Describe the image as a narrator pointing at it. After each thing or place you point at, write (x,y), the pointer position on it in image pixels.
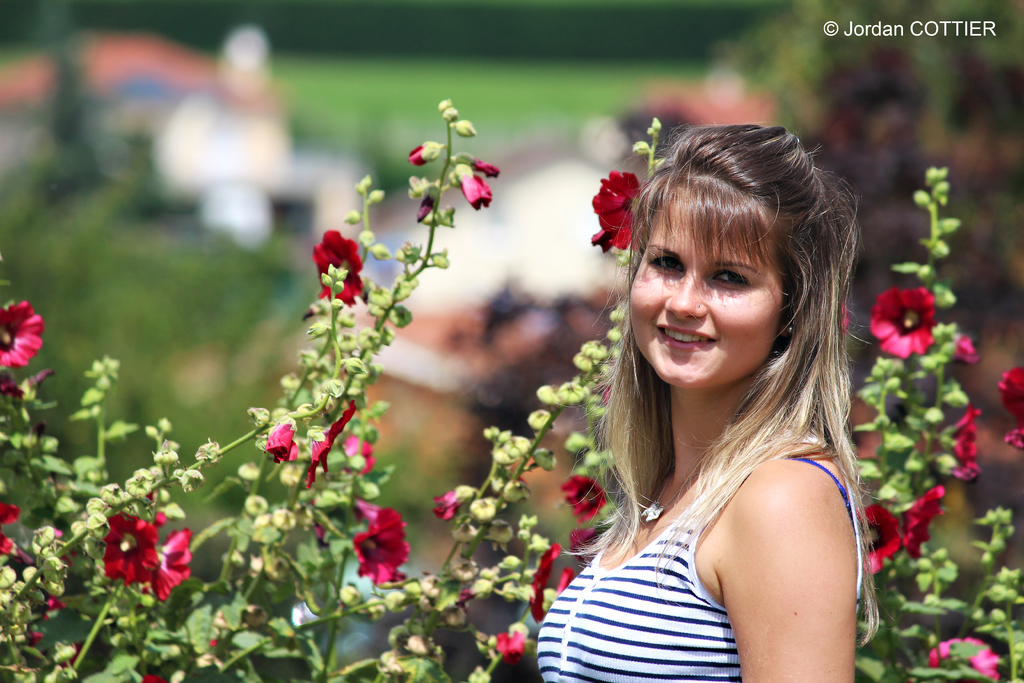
In the foreground (630,434), I can see a woman (735,517) and flowering plants (354,391). In the background (501,323), I can see houses (266,190), grass (547,89) and trees (767,37). This image taken, maybe in a park (286,499).
